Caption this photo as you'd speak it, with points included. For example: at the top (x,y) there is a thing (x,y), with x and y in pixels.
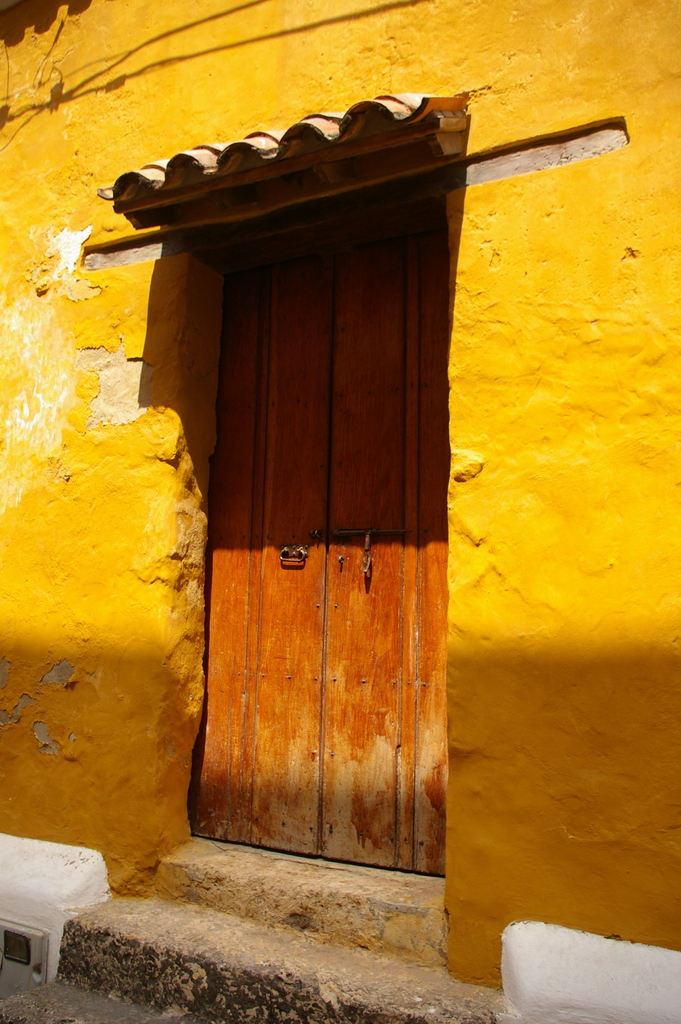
In this image we can see yellow color wall (576,519) and brown color door (309,446). Bottom of the image (242,982) stairs (192,1005) are there.
